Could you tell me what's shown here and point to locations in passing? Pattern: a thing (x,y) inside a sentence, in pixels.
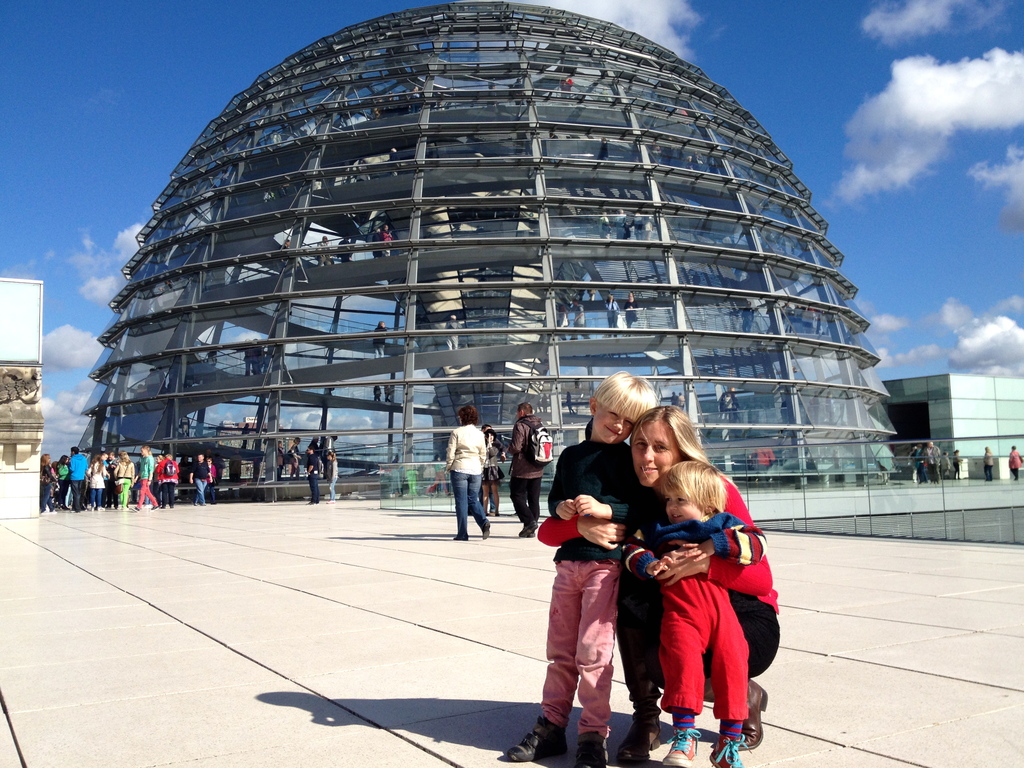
In this picture there are people (145,476) and we can see path (3,568), dome (118,373) and building (989,410). In the background of the image (841,147) we can see the sky (805,67) with clouds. On the left side of the image (39,368) we can see wall (39,368).
